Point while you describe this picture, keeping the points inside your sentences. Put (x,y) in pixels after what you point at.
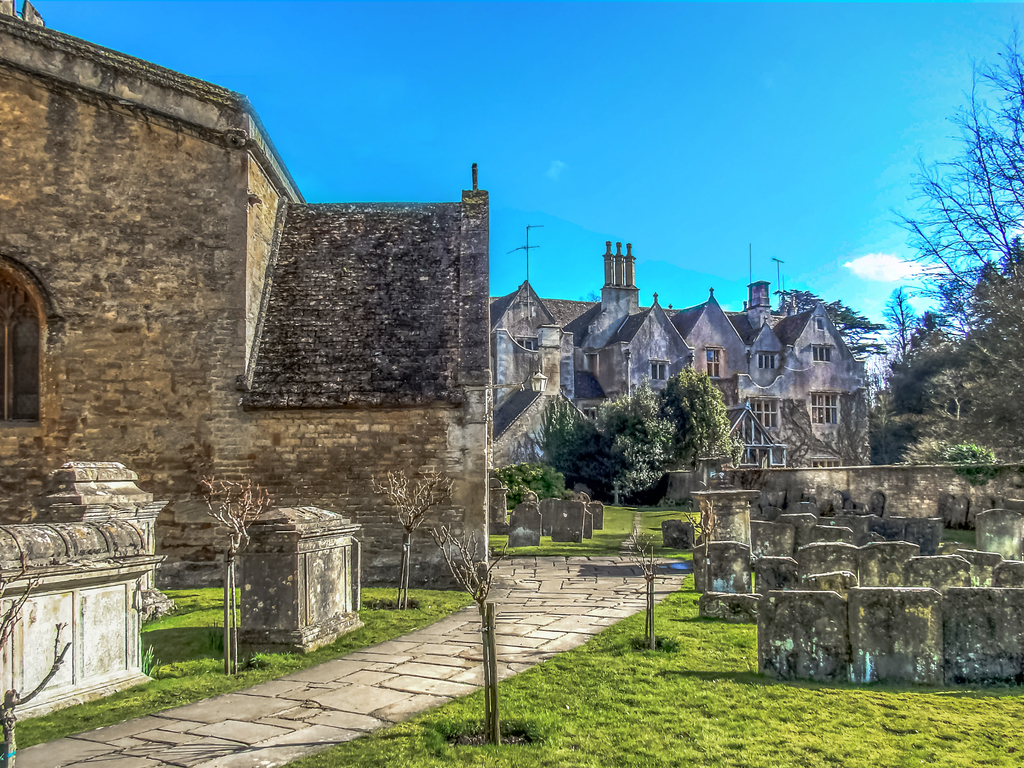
This is the picture of a place where we have some houses (594,371), buildings (98,188), plants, trees (961,427) and some grass (1012,733) on the floor (540,645).
